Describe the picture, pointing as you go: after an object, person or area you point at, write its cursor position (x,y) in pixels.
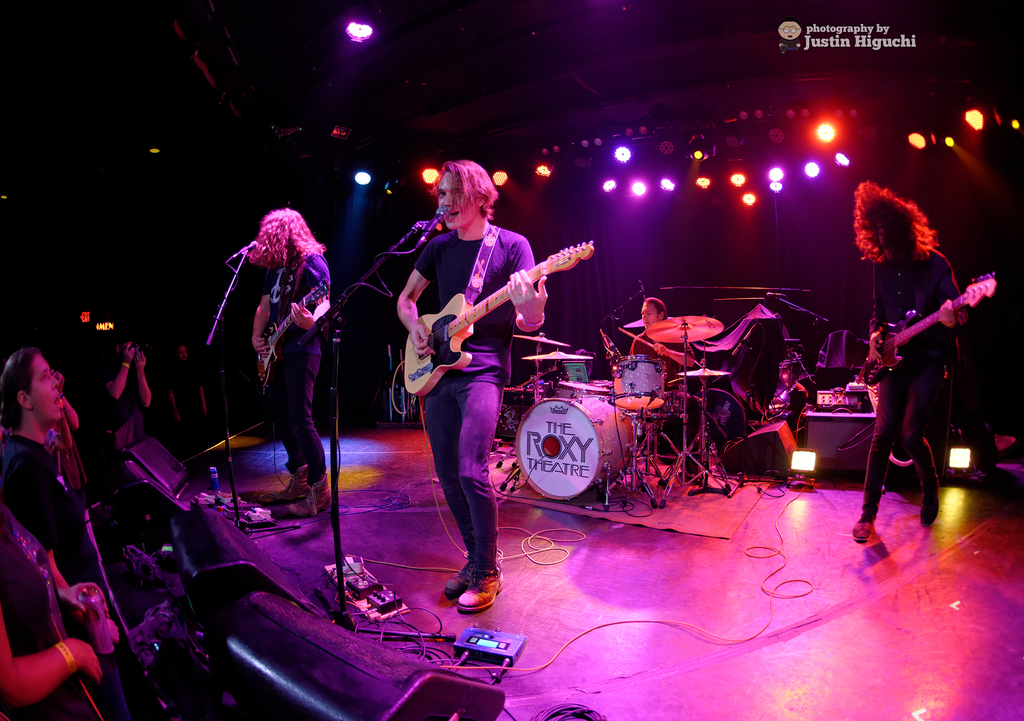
In the image few people (454,198) are playing some musical instruments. At the top of the image (499,24) there is a roof (443,96) and lights (971,127). Bottom left side of the image (51,651) few people (140,382) are standing.
